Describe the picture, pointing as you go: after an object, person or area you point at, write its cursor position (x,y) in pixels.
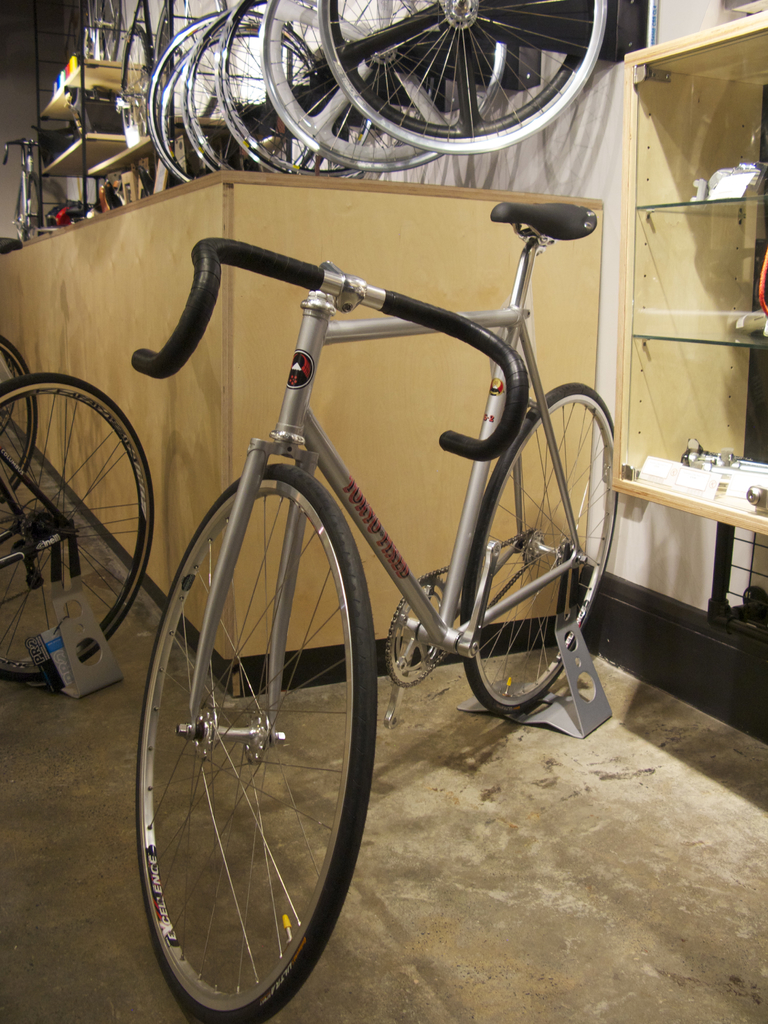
In front of the picture, we see the bicycle (357,639). Behind that, we see a counter (318,209) above which the wheels (353,171) are placed. On the right side (675,185), we see a rack (700,215). In the background (33,206), we see the bicycles (33,147) and a rack (48,191). This picture might be clicked in the bicycle garage (177,285).
